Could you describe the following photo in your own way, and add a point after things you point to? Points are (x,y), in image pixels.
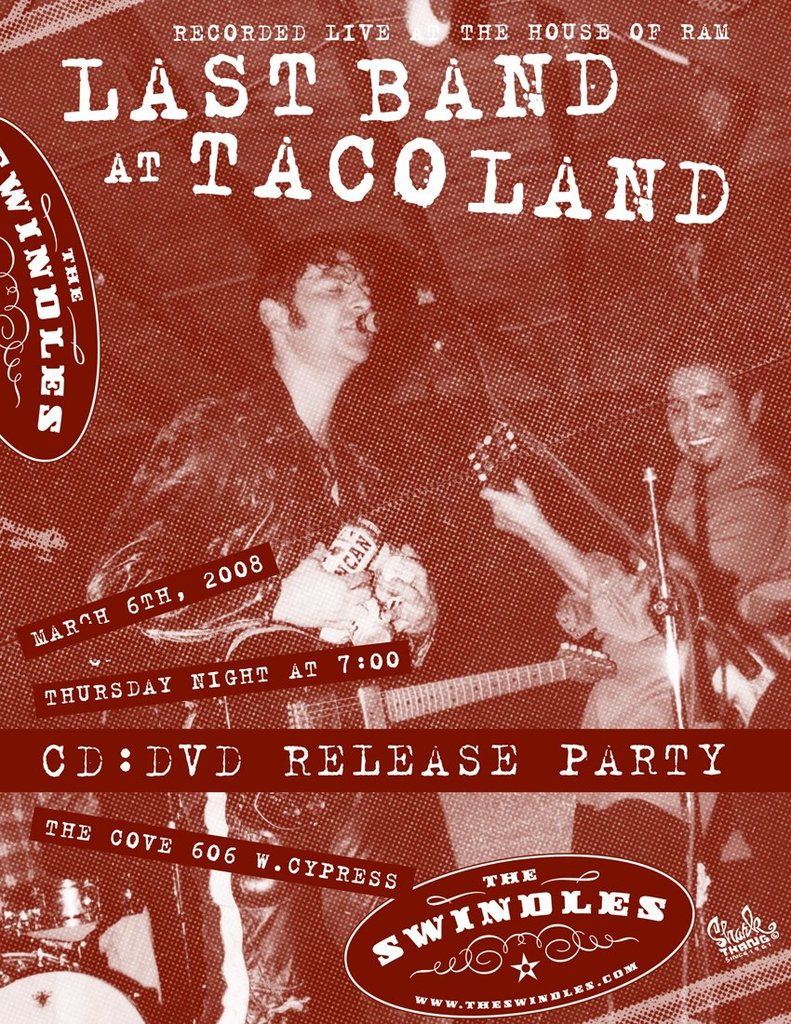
In this image there is a poster (445,568). Front side of the image there is some text (240,848). There is a person (314,594) holding an object (379,547). He is having a guitar (350,723). Right side (569,554) there is a person (747,538) standing. He is holding a guitar (494,472). Before him there is a mike stand (674,661).
